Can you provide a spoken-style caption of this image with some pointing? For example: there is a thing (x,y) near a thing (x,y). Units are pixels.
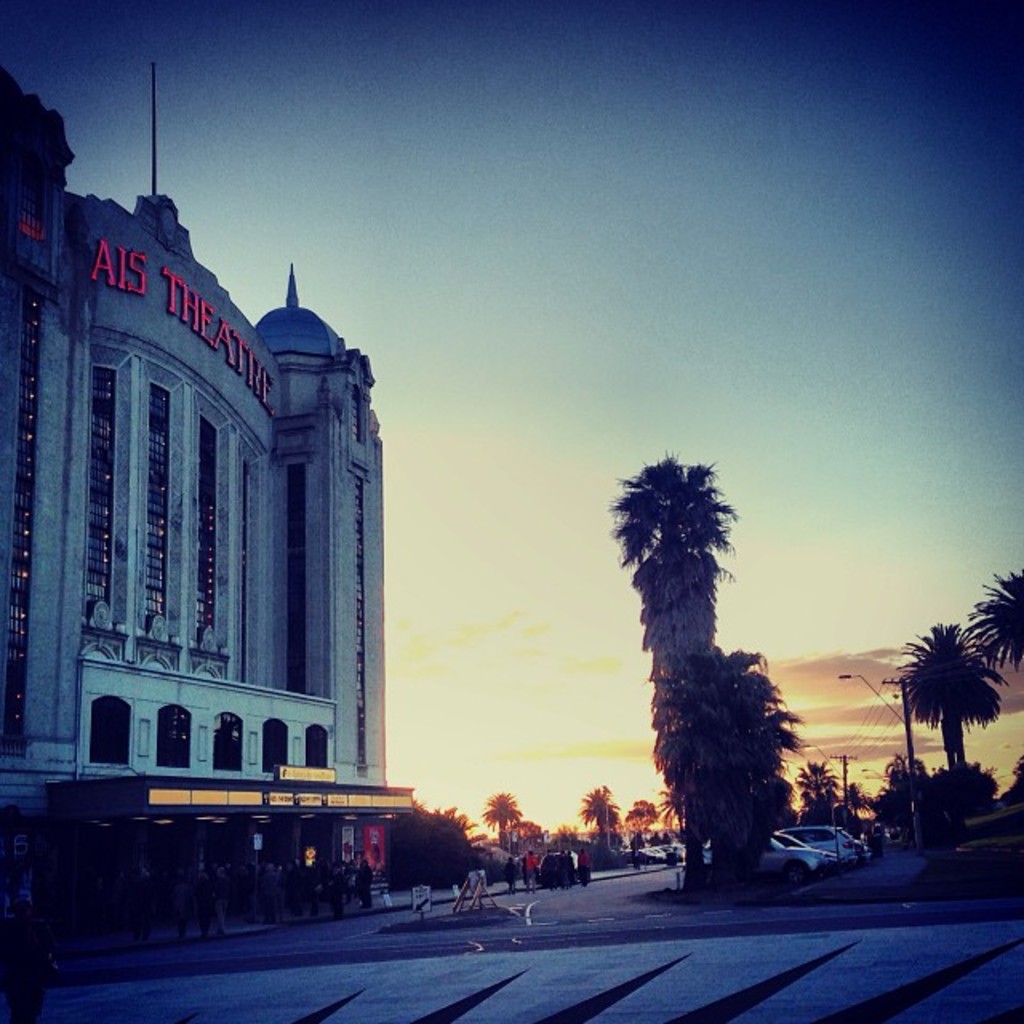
This is an outside view. At the bottom (422,936) there is a road (475,931) and I can see many trees (687,867) and few vehicles (779,846). On the left side (165,530) there is a building (196,419). At the top of the image (622,144) I can see the sky (659,125).
